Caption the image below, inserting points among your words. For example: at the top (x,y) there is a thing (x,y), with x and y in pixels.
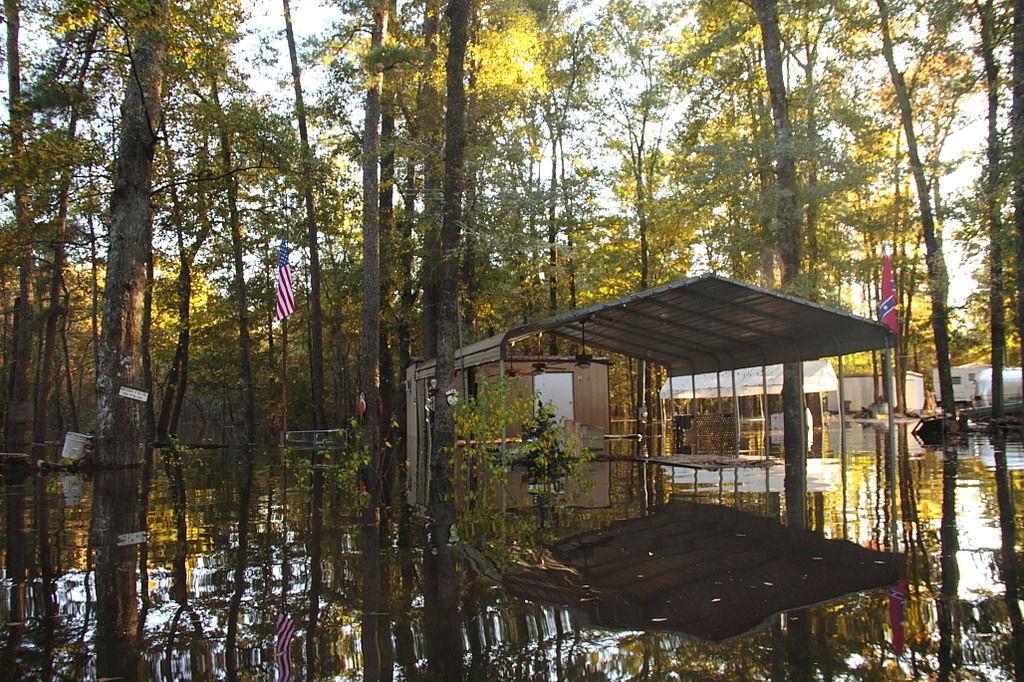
In this image I can see trees (799,428), shed (679,444) and water (214,461) also there are some flags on the shed (462,396).
